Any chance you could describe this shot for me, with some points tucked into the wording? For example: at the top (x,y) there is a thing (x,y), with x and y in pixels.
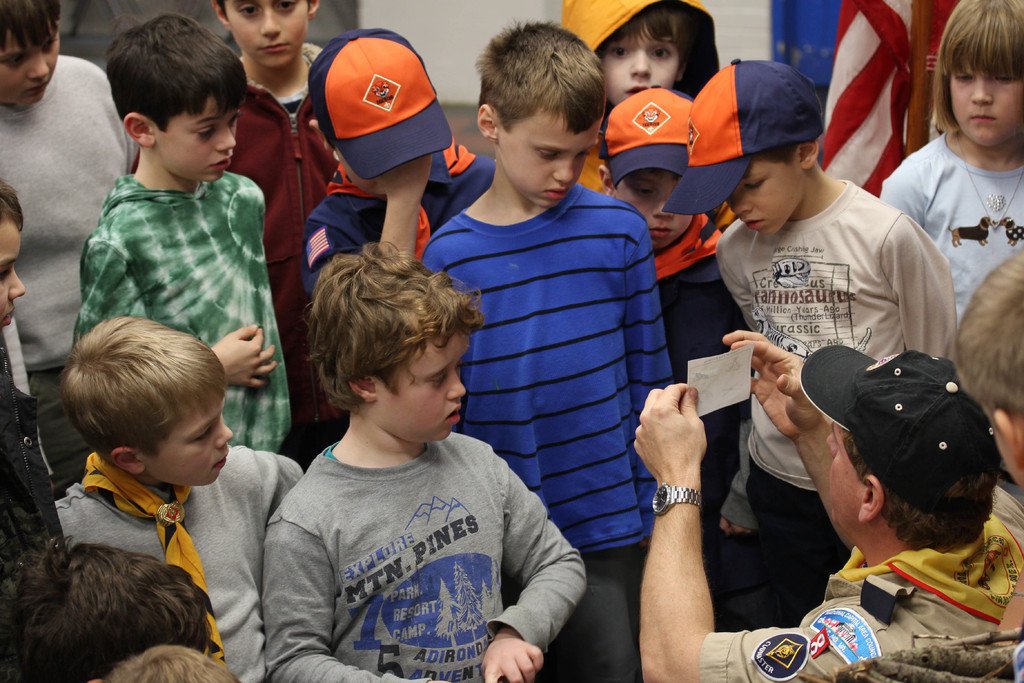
In this image we can see people (689,285) and there is a man (825,625) holding a paper (745,372) with hands (779,358). In the background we can see a flag (851,71) and wall (451,45).
